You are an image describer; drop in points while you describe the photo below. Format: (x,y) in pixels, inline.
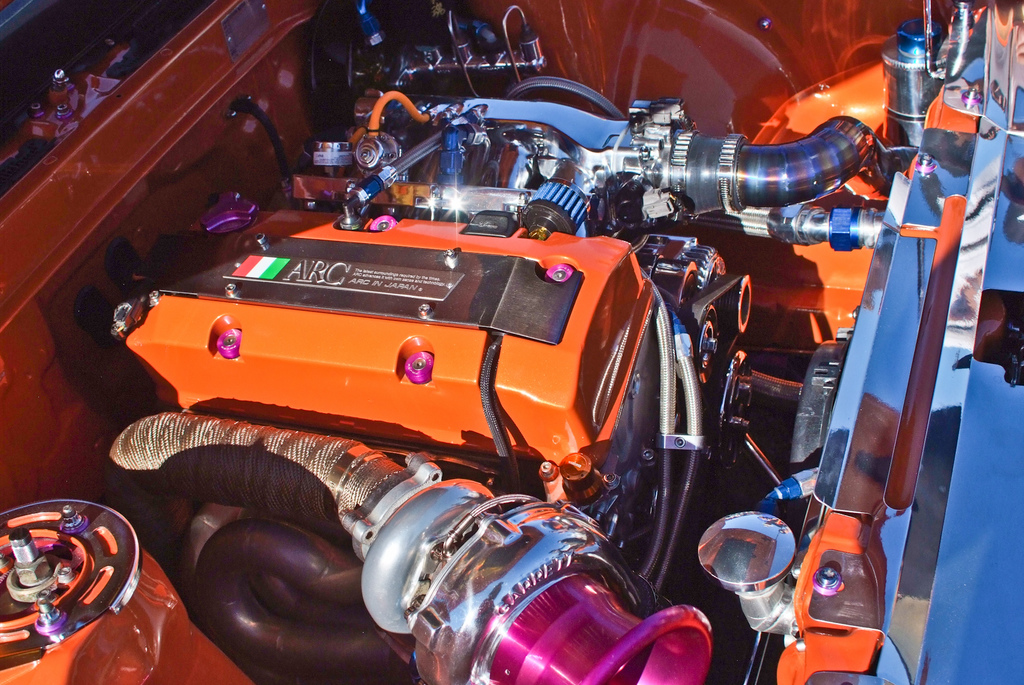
This image is a inside picture of a cars bonnet (610,405).
